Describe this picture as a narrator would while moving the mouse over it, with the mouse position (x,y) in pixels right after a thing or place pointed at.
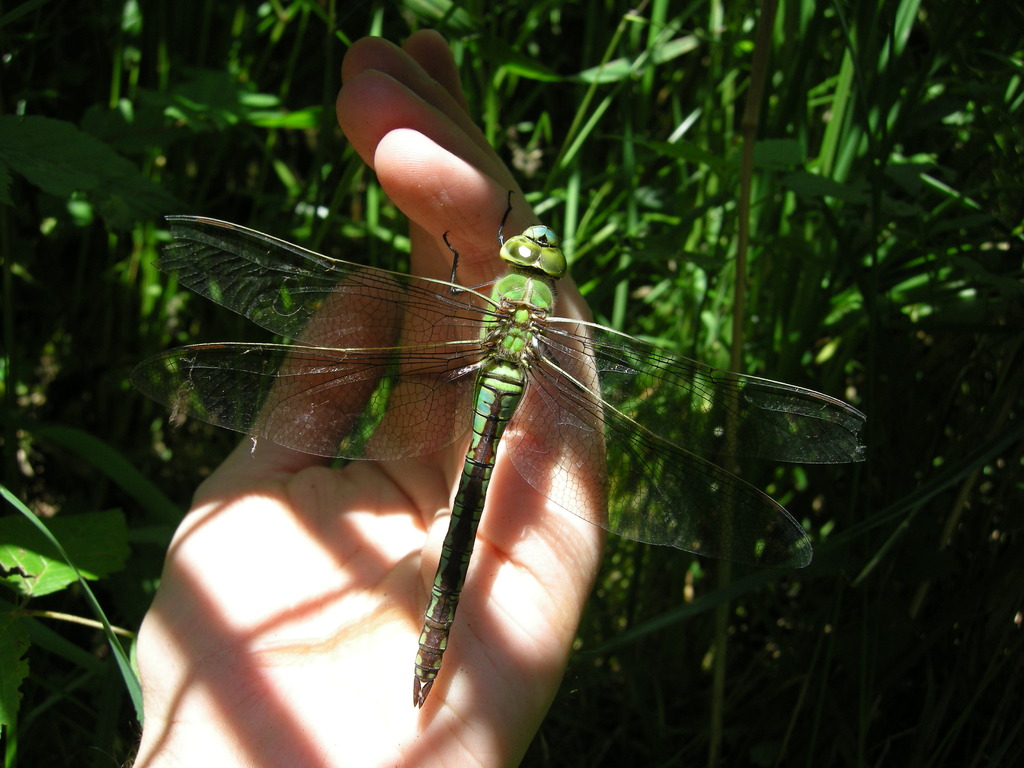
In the picture I can see the hand (210,627) of a person (568,284) and there is a flying insect (296,280) on the hand (510,536). In the background (701,316), I can see the green grass (659,291).
